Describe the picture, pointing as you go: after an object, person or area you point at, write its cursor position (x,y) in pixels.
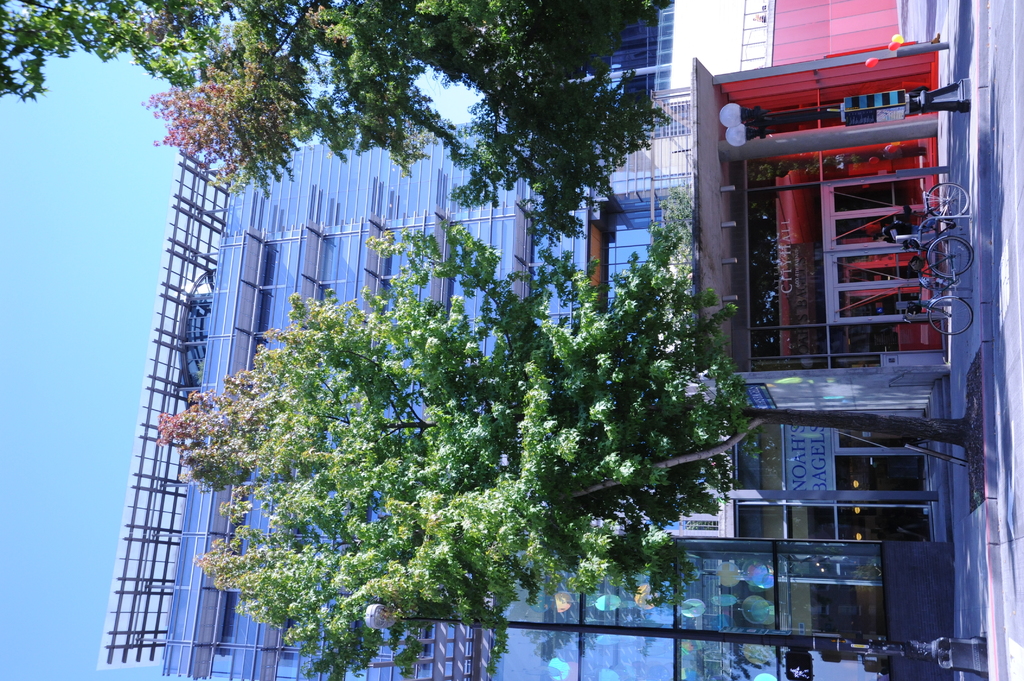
In this image I can see few stalls (904,81), light poles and I can also see few bi-cycles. In the background (567,277) I can see few trees (475,286) in green color and I can also see the glass building (270,208) and the sky (71,247) is in blue color.
